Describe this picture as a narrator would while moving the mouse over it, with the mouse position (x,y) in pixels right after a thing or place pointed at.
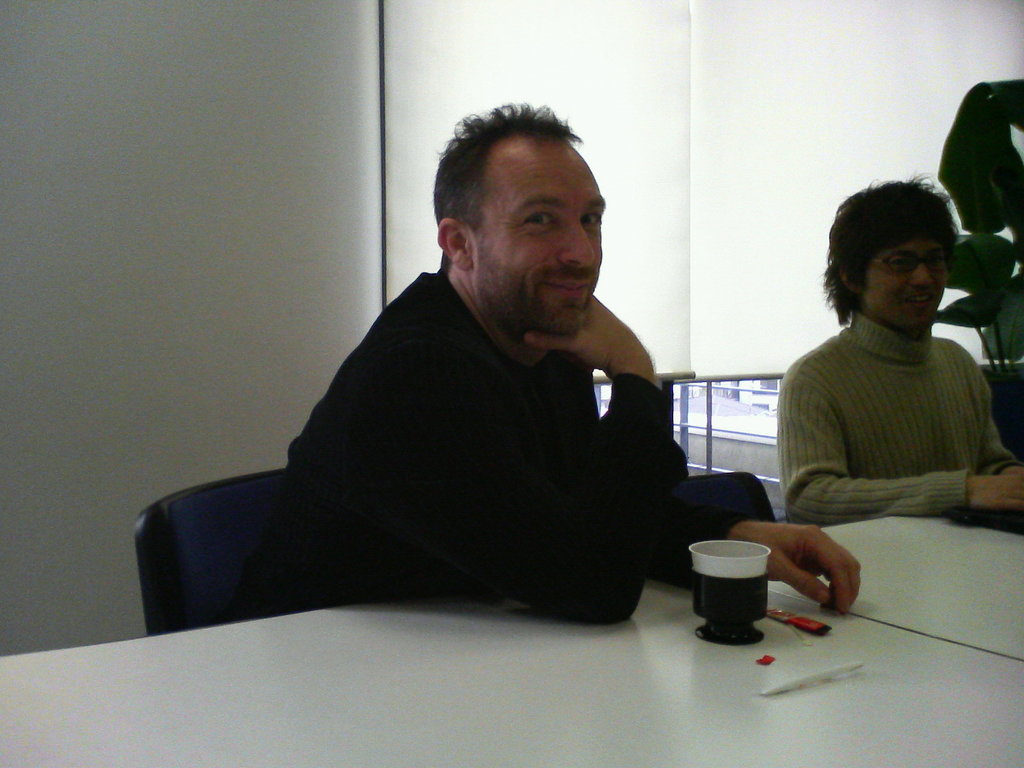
In this image I can see two persons (527,437) are sitting on chairs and in the front of them I can see a white colour table (619,635). On the table (736,695) I can see a cup (719,625) and few other stuffs (772,658). In the background (882,99) I can see a plant (963,190) and two window covers (700,258).
